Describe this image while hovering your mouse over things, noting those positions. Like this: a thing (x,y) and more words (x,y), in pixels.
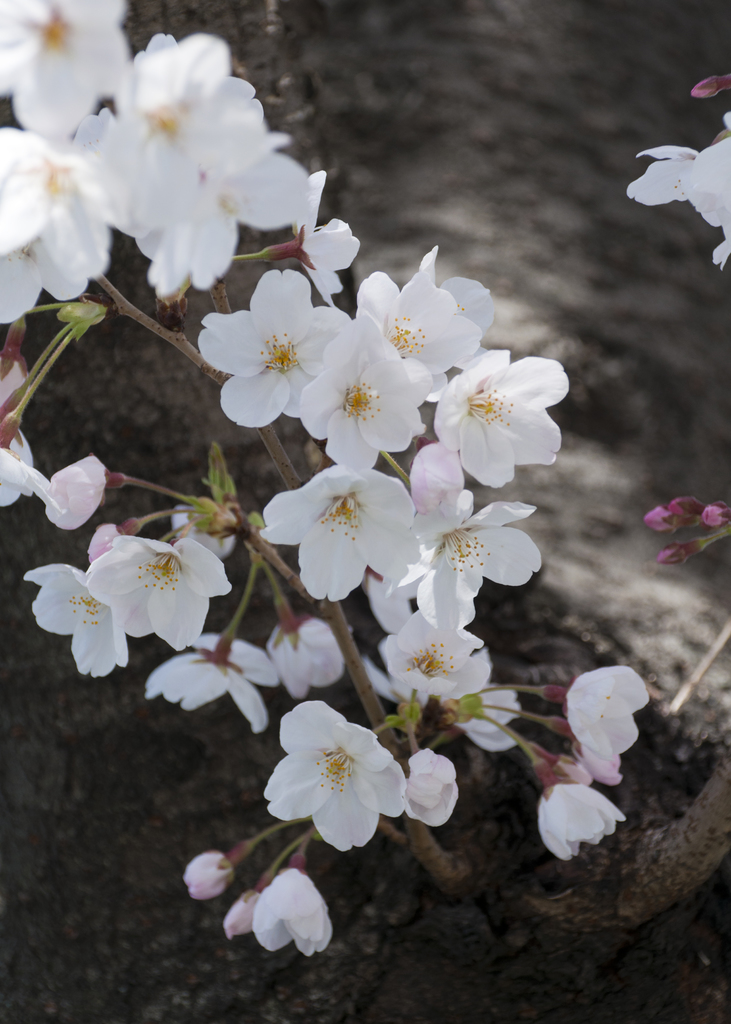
In the center of the image (464,458) there is a flower plant (427,486). At the bottom of the image (337,927) there is a tree trunk (336,964).
